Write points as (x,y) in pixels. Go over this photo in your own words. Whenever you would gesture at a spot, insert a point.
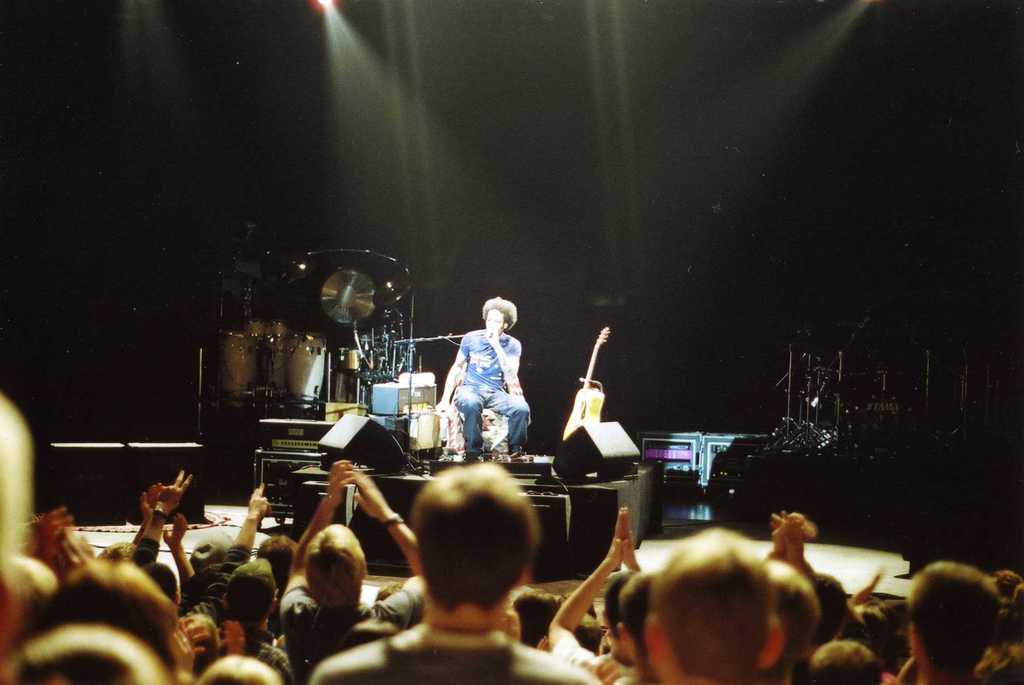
In this picture we can see man (522,435) sitting and singing on mic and around him we have musical instruments (345,299) such as drums (361,293), guitar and there are a group of people (292,591) looking at him and in background (171,223) we can see light (354,116) and it is dark.
